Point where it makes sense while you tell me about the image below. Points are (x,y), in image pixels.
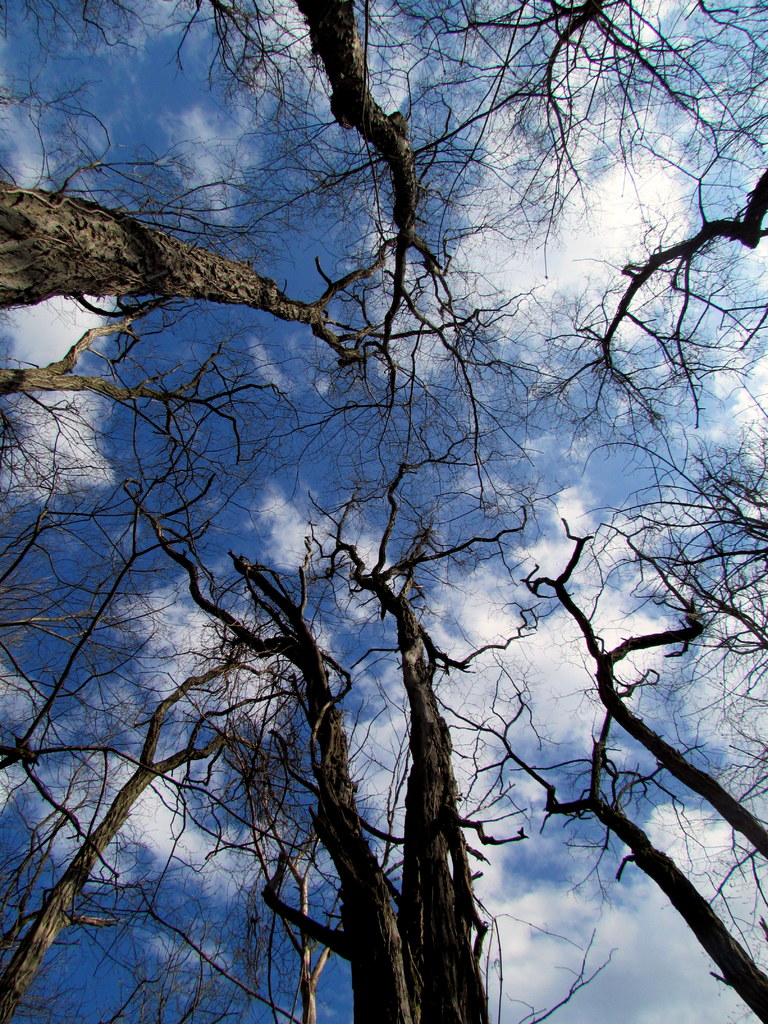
In this image I can see few dry trees (750,550). The sky (381,475) is in blue and white color.
